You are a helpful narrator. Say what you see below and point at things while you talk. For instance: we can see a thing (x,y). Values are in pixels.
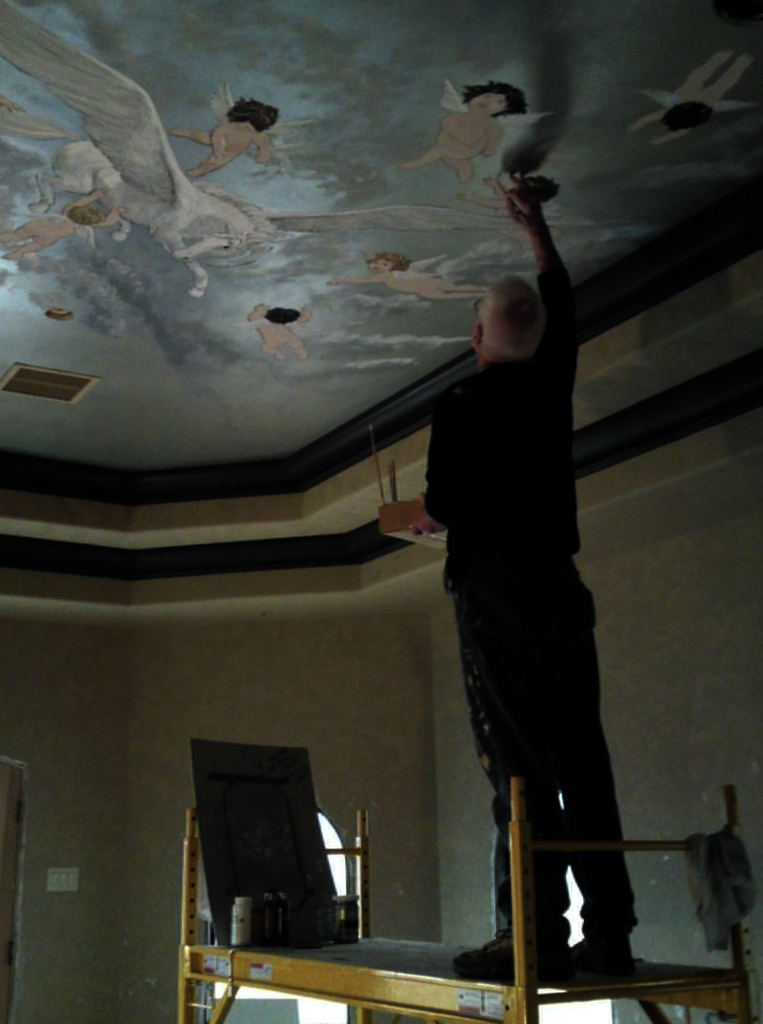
In the Image i can see a person (513,339) standing on the table (275,975) on which there are some things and painting the roof (367,130).
